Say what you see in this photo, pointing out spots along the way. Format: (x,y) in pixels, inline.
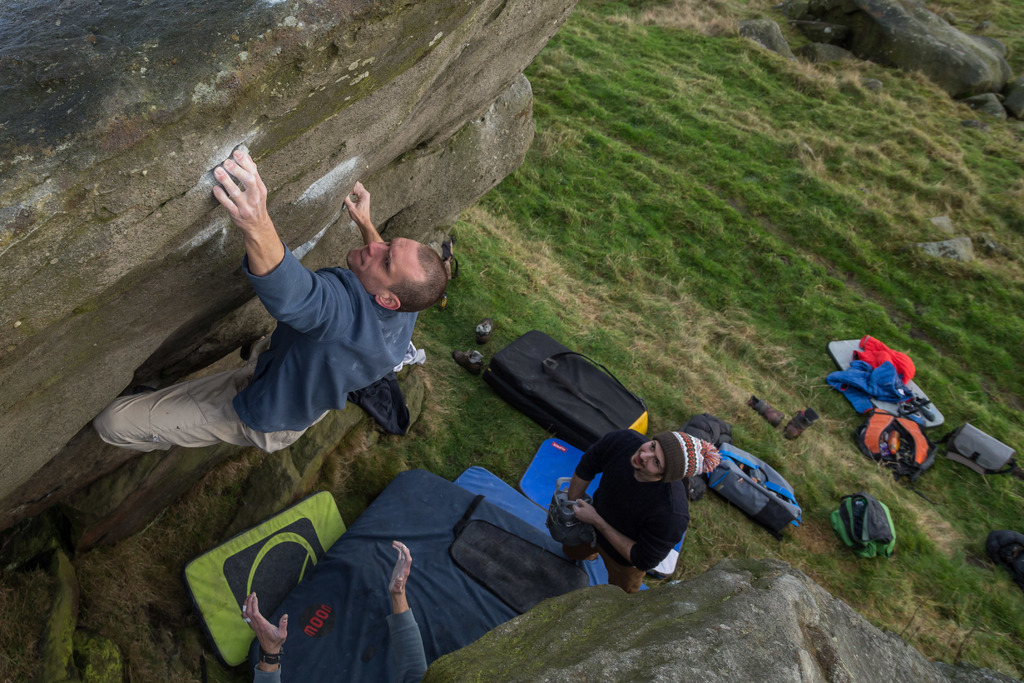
In this image I can see a person (353,252) climbing a rock (345,221) in the top left corner of the image (341,200). I can see a person (624,576) watching at the bottom of the image (615,565) and I can see another person's hands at the bottom of the image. I can see some bags (512,363) and other objects (883,403) on the ground (940,486).
